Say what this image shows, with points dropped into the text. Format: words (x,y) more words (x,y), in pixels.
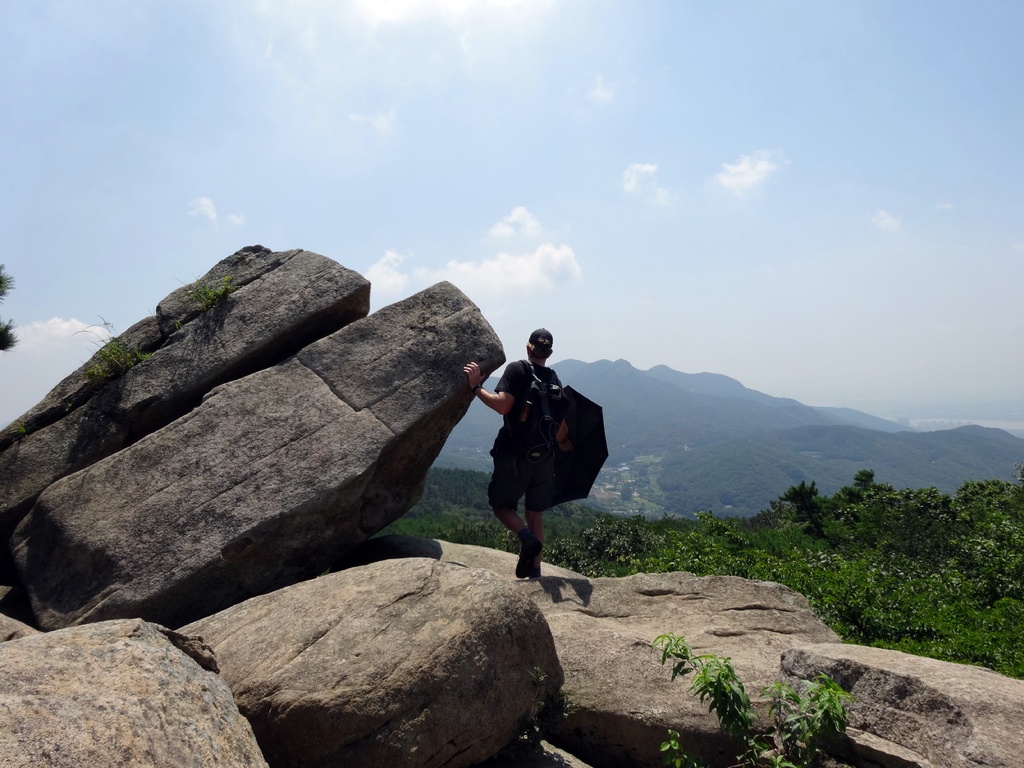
In this image in the front (250,533) there are stones (420,484). In the center (534,447) there is a person (547,440) standing holding an umbrella (557,469) in his hand (564,445). In the background (743,523) there are trees (969,533), mountains (608,378) and the sky (353,248) is cloudy.
